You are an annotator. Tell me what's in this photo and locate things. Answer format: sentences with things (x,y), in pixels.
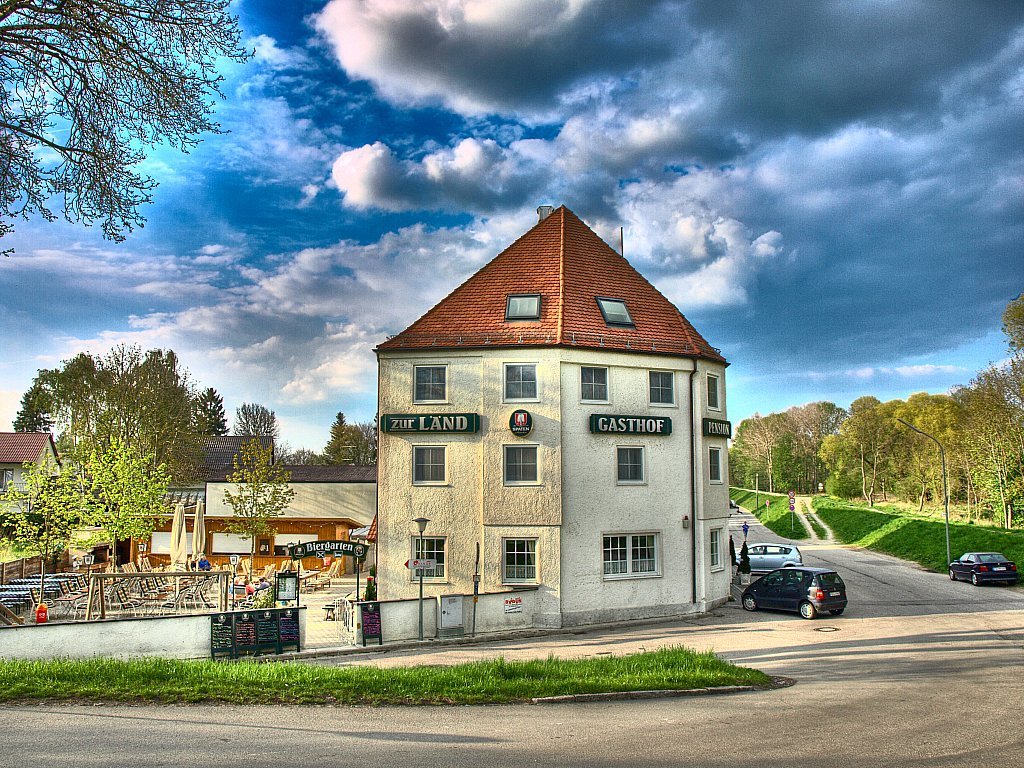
There are few cars (807,595) on the road (893,625). There are few street lights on the grass land (904,544), behind there are few trees (837,439). There are few houses (622,576), before there are few trees (52,546) and benches (12,595). There is some grassland (358,676) in between the road (547,742). Behind houses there are few trees (46,405). Top of image (62,161) there is sky (402,233) with some clouds (348,181). Left top there is a tree (115,172).
